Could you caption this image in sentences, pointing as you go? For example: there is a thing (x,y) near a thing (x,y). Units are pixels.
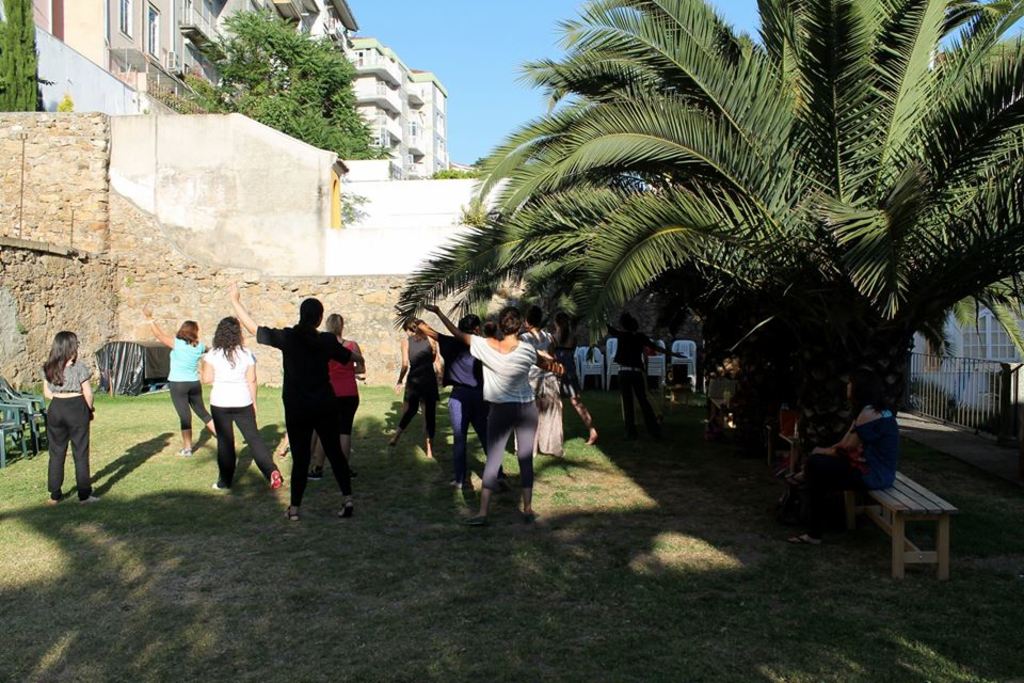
In the image we can see few persons (476,332) were standing. In the background (601,133) there is a sky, building (399,131), trees (292,99), wall (255,201), gate (979,397), chairs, grass (667,405) and few persons (845,479) were sitting on the bench (884,496).
